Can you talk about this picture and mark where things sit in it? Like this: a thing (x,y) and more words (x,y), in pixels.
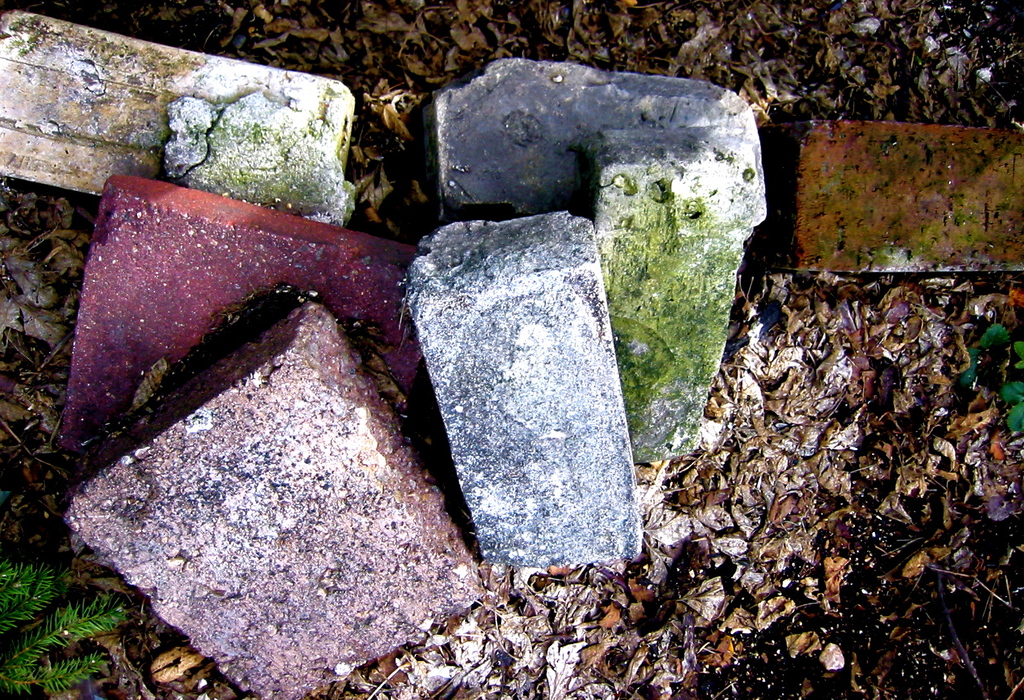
This picture is consists of colorful bricks (505,397) in the image.
